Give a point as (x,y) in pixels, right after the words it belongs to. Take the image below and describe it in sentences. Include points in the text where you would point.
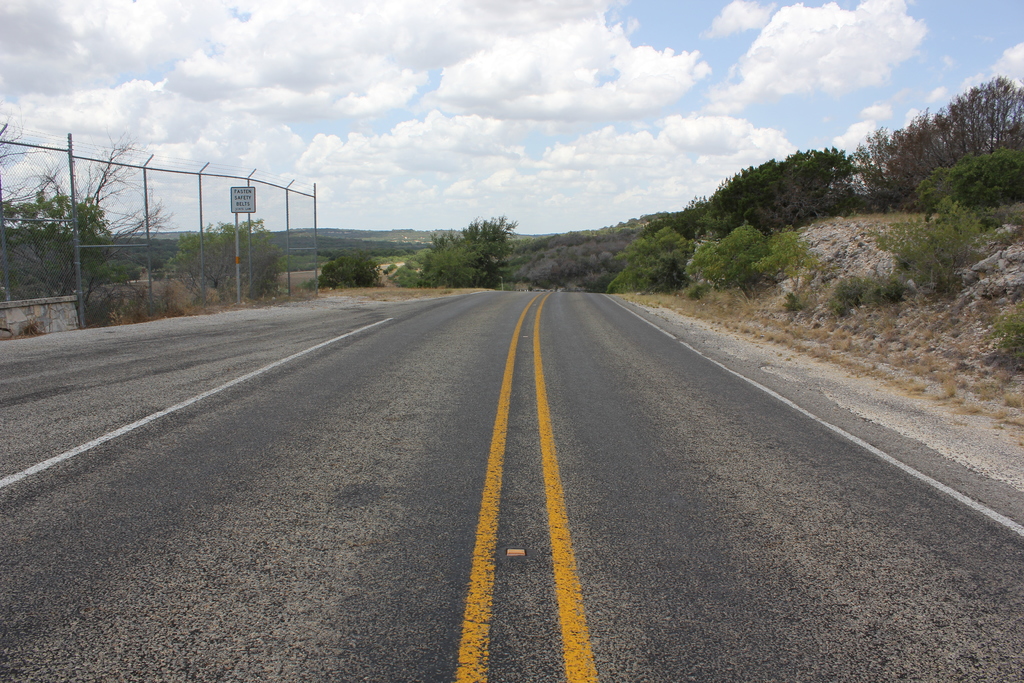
In this image we can see a road (476,360). On the right side (712,238) there are trees (691,226). On the left side (103,247) there is a mesh fencing (110,224) with poles (251,276). Also there is a board (245,196) with a pole (237,268). There are trees (477,240). In the background (517,41) there is sky (682,96) with clouds (387,90).
